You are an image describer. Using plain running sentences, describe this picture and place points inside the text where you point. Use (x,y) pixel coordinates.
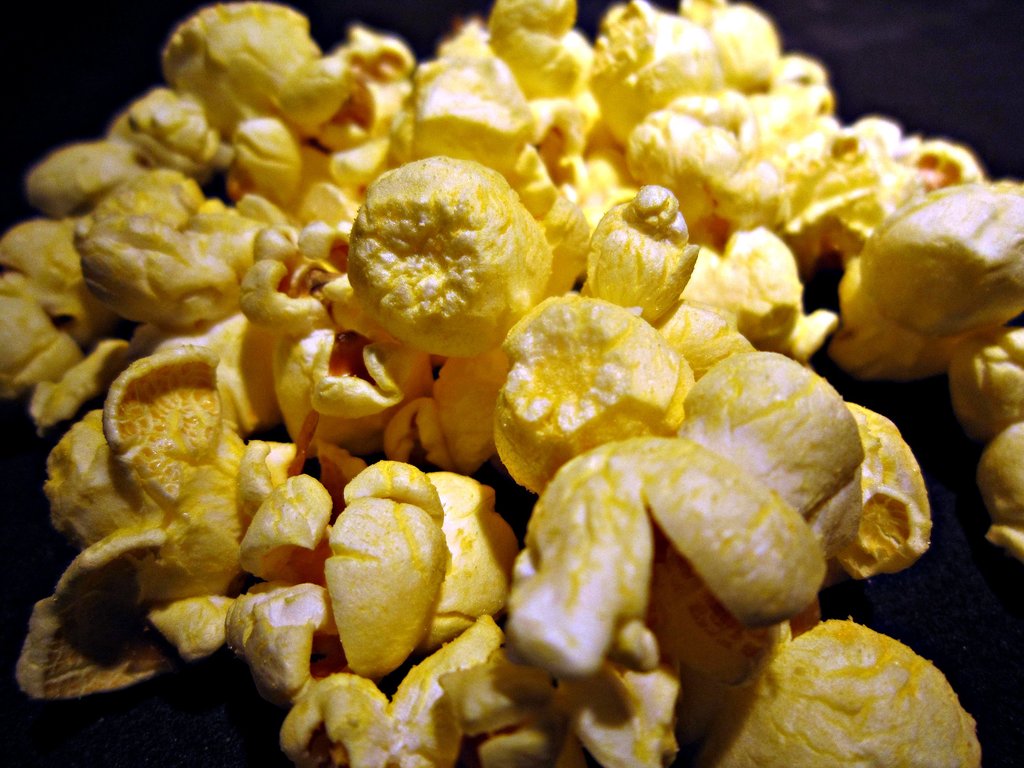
In this picture I can see the popcorn (462,123). In the back (965,119) I can see the darkness (912,113).
